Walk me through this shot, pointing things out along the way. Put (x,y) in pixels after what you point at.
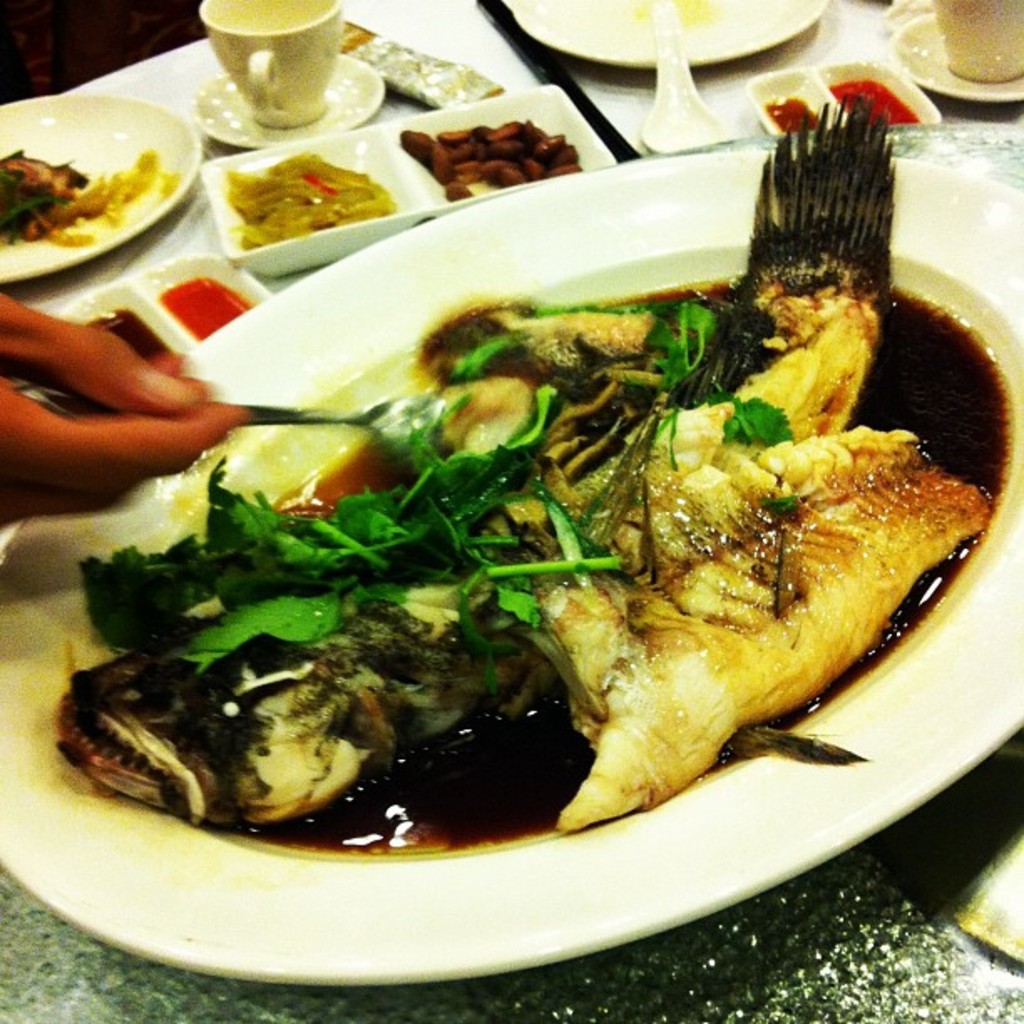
In this picture I can see that there is some food (358,472) placed on the table (1,883) and in the background (305,253) there are some bowls (562,118) with some food (271,195) on the table (166,237).
